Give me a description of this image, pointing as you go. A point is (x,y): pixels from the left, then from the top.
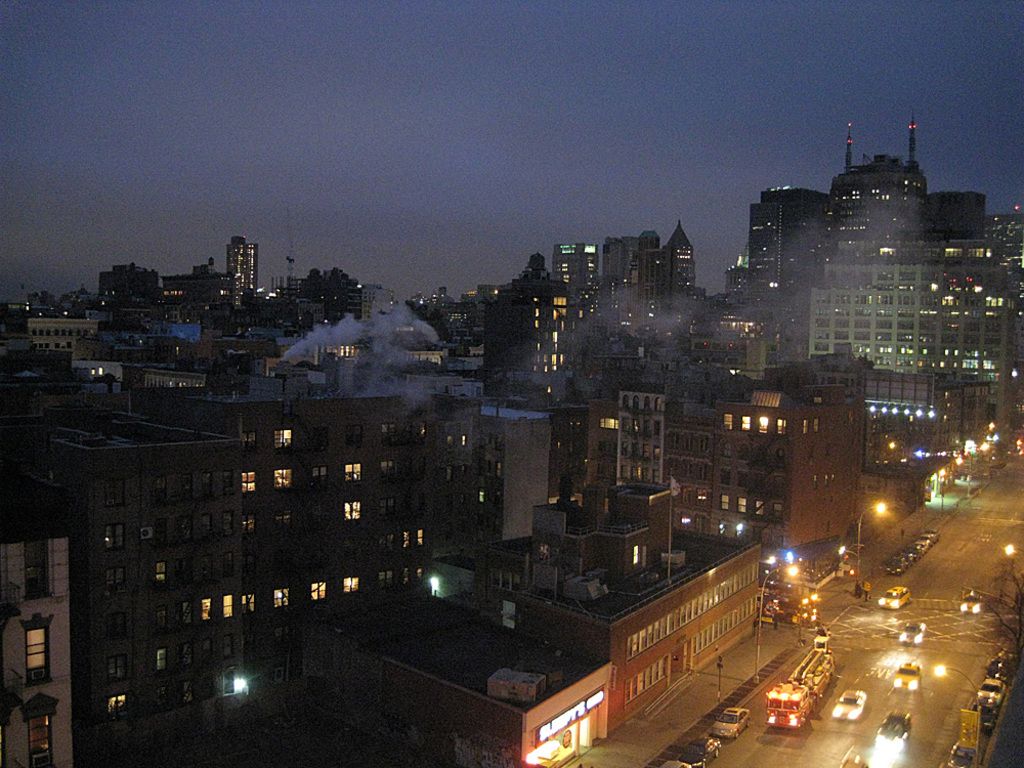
In this picture, we can see some vehicles (835,714) are moving on the road (792,744) and on the path (720,700) there are poles (760,666) with lights (855,572). On the left side of the vehicles (804,687) there are buildings (456,563), smoke (346,367) and a sky (471,81).
